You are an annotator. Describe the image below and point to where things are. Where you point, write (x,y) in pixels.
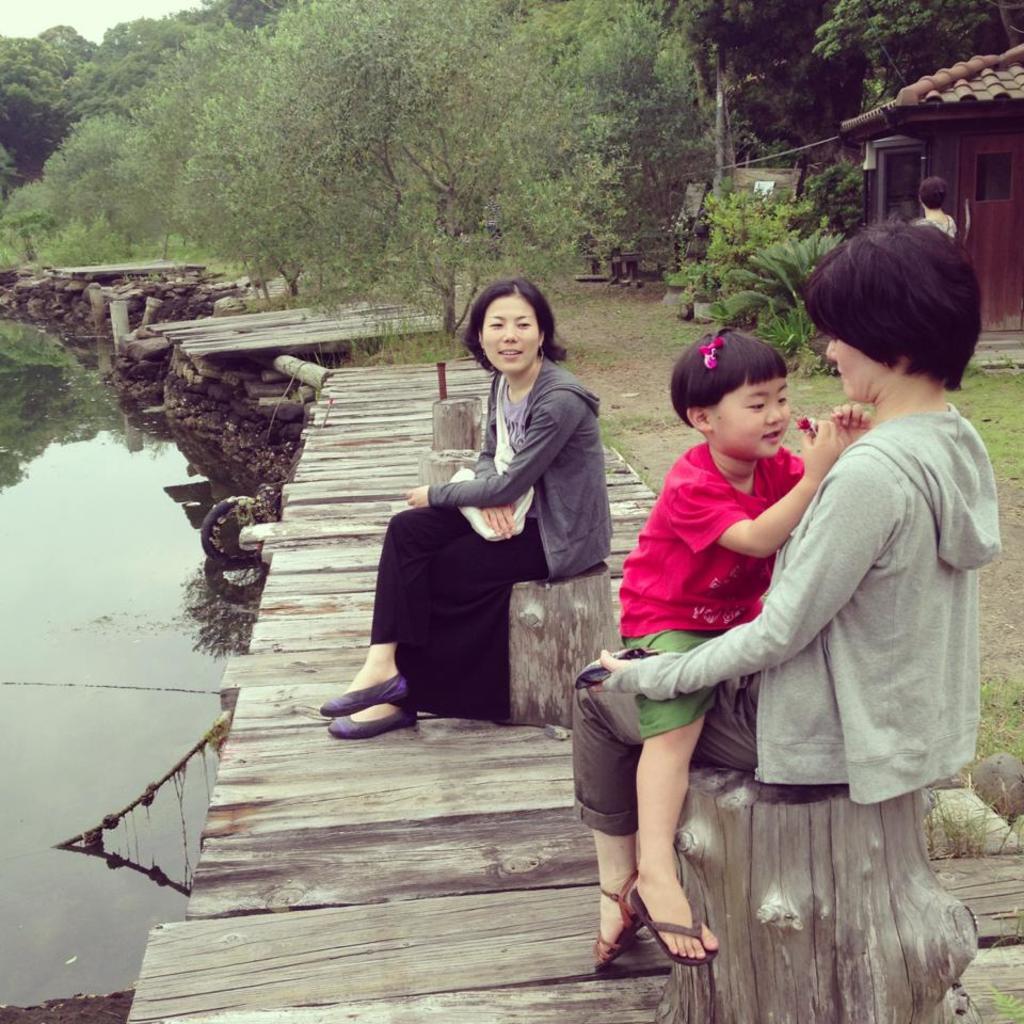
In this image on the right side (750,736) we can see a girl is sitting and woman (940,532), who is also sitting on a trunk (826,919) on the wooden platform (427,1009) and we can see another woman (453,647) is also sitting on the trunk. In the background (89,434) we can see water (107,517) on the left side (112,692), trees (639,12), plants (762,238), a person (927,185) and a house (902,108) on the right side (1006,174), doors (1011,253) and clouds (9,27) in the sky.
